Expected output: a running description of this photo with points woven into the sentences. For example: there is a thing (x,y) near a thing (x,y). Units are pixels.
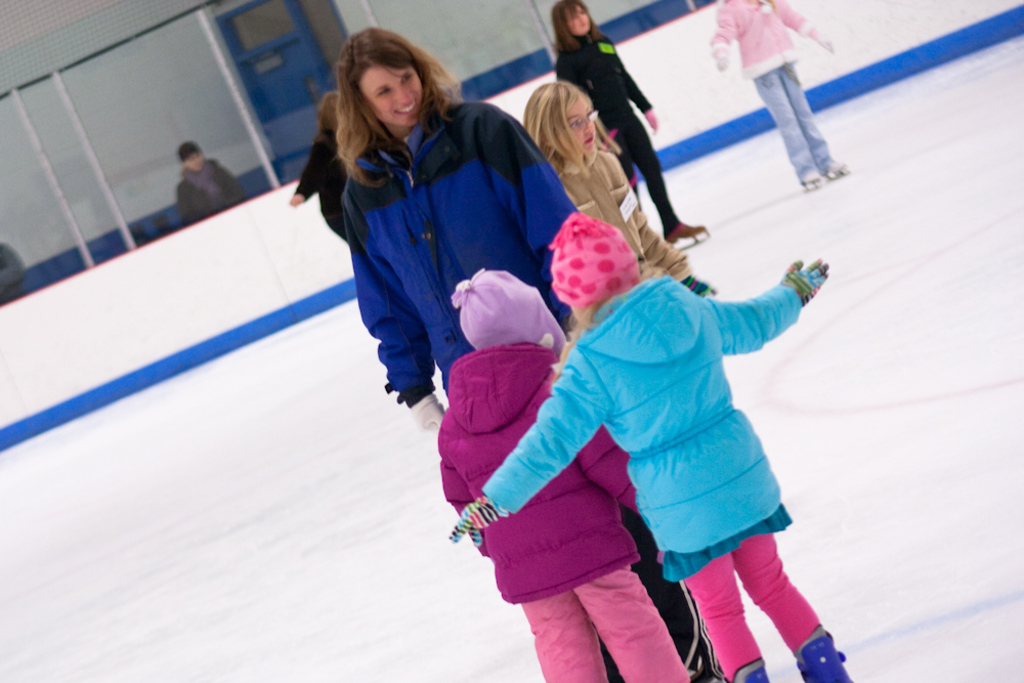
In the foreground (437,373), I can see a group of people (450,302) are skating on the floor (814,255). In the background (203,305), I can see a fence (286,286), two persons (230,189), door (295,134) and a wall (419,30). This image taken, maybe during a day.
